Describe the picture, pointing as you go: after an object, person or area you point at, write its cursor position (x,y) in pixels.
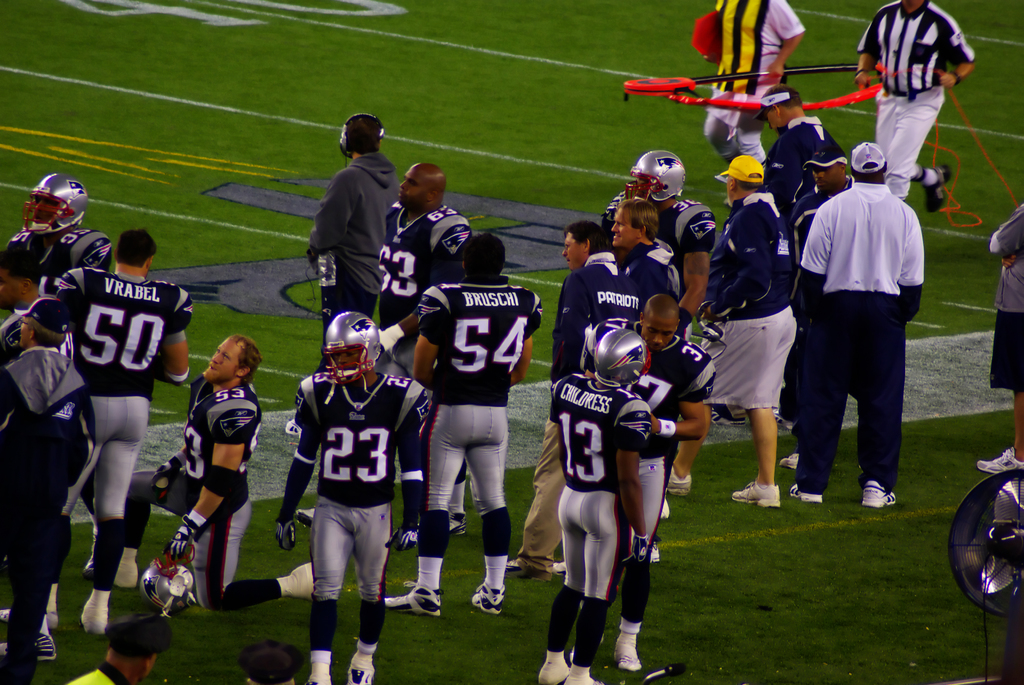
In this image there are group of persons (398,358) standing and walking. On the bottom right (990,558) there is an object (988,550) which is black in colour and there's grass (700,522) on the ground (749,509).
